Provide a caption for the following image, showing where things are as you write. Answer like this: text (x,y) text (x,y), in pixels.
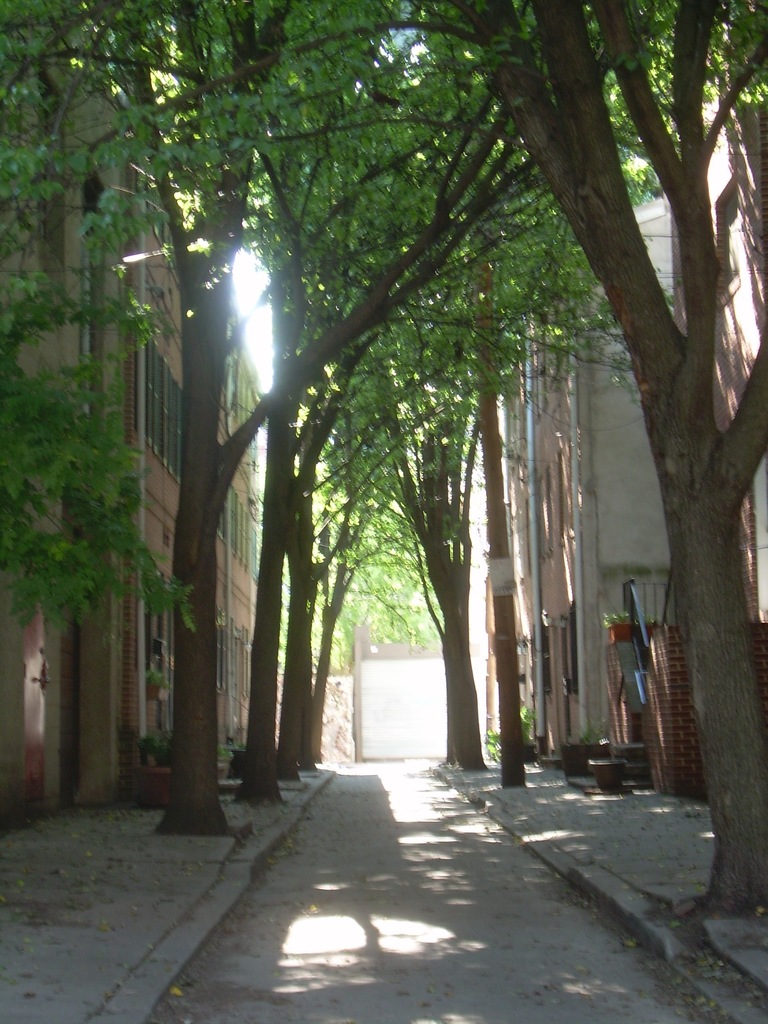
At the bottom of this image (435,879) there is a road (398,882). On both sides of the road (350,810) there are many trees (205,595) and buildings (169,485). On the right (606,865) and left side of the image (82,874) I can see the footpath (696,869).
